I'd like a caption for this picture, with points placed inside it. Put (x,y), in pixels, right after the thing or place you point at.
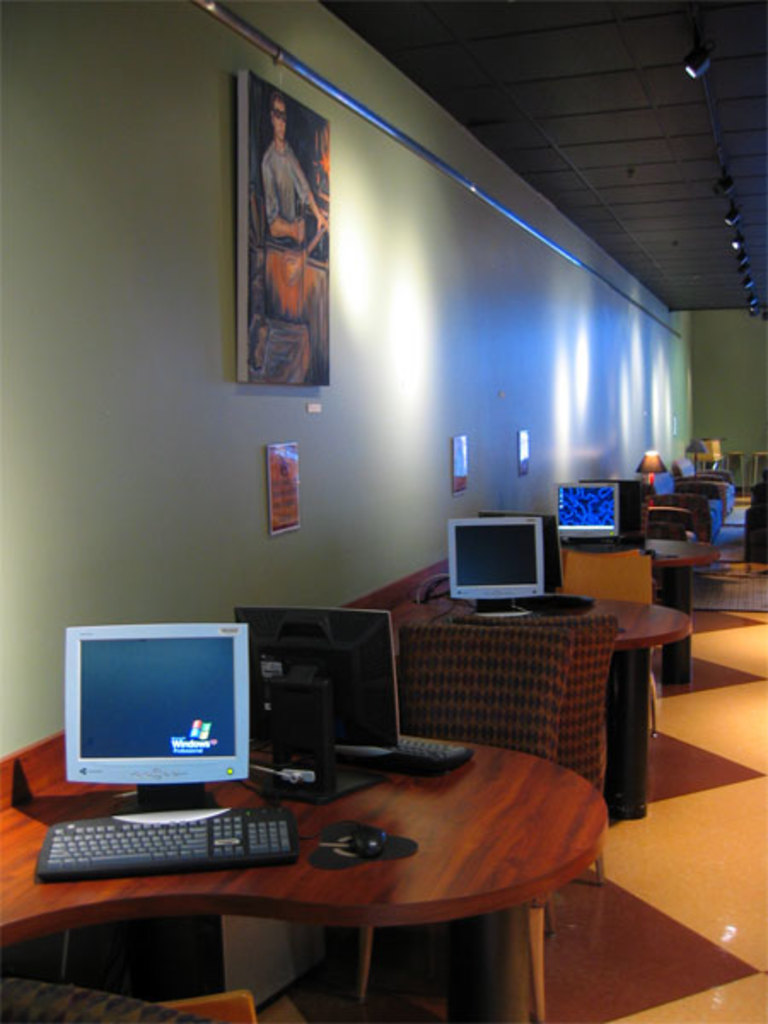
This is a wooden table (456,863). This is a computer (154,747) and this is a keyboard (269,820). This is a chair (491,669). There is a photo frame (296,272) onto the wall (220,284). This is a table lamp (655,464).
